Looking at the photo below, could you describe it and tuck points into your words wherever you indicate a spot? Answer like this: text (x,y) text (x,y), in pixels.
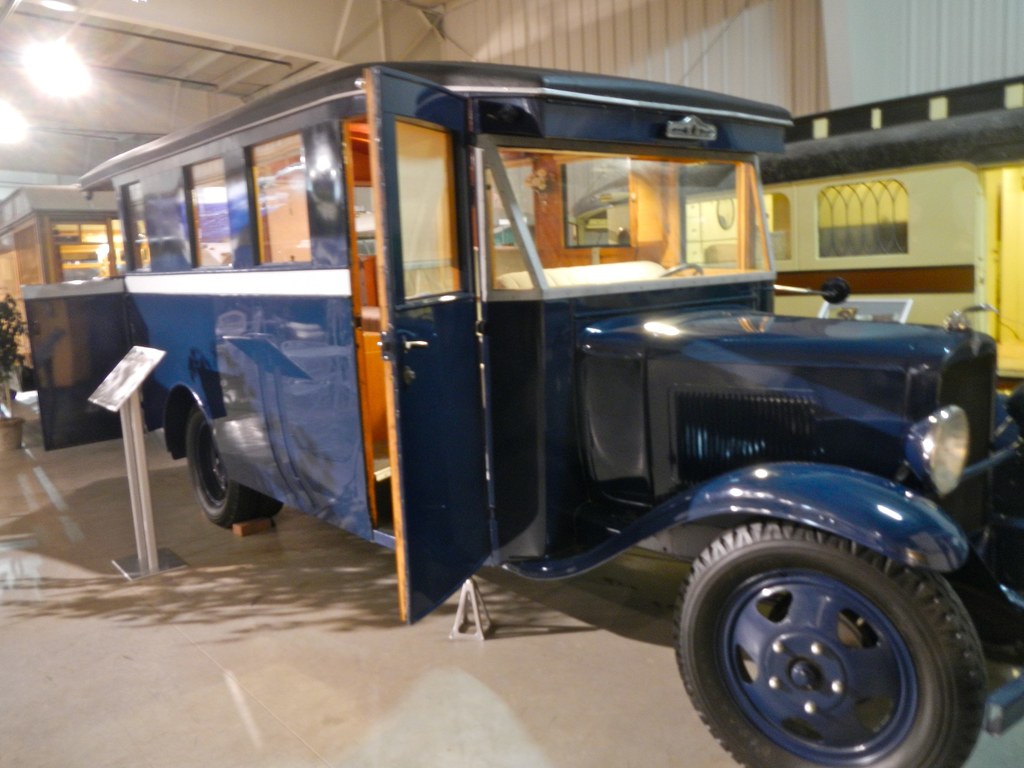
In this picture there is a vehicle (481,367) which is in blue color whose door (479,366) is kept opened and there is a stand (123,399) beside it and there is a plant (15,369) in the left corner (14,358) and there are few lights (49,78) and some other objects (163,68) in the background (206,73).
